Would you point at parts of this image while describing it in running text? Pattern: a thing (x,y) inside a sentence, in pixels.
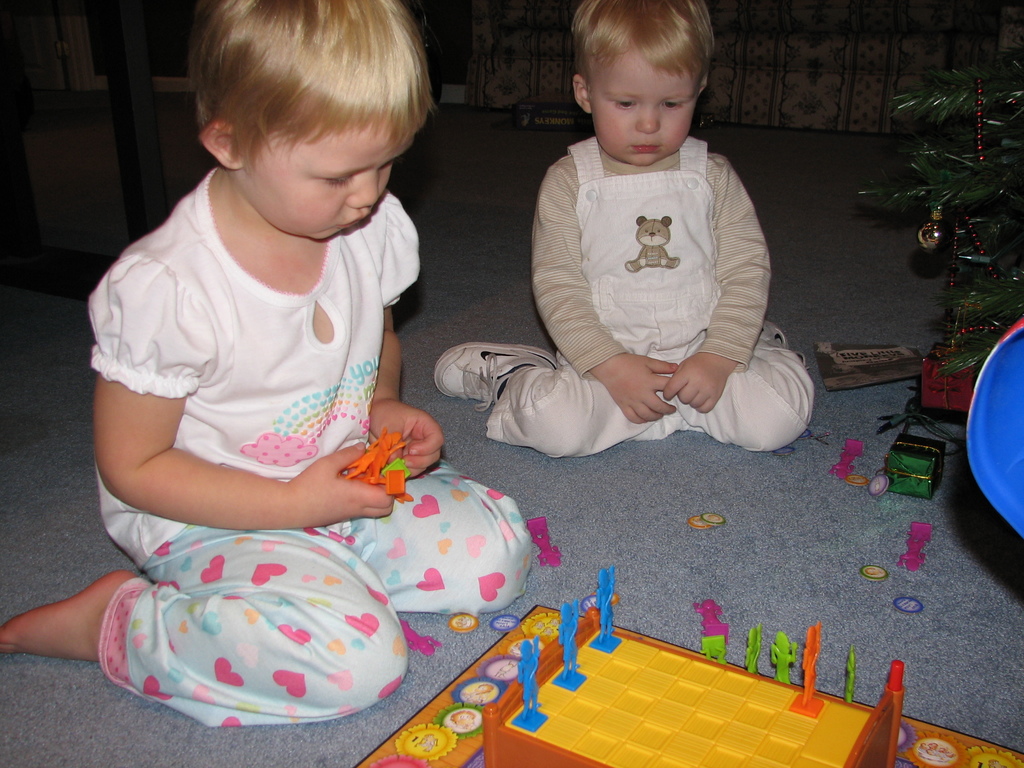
In this image I can see two children (302,579) are sitting on the floor (570,510) and I can see one of them is holding an orange colour thing (408,442). I can also see number of toys (562,607) and a plant (1004,133) on the floor (839,433).
